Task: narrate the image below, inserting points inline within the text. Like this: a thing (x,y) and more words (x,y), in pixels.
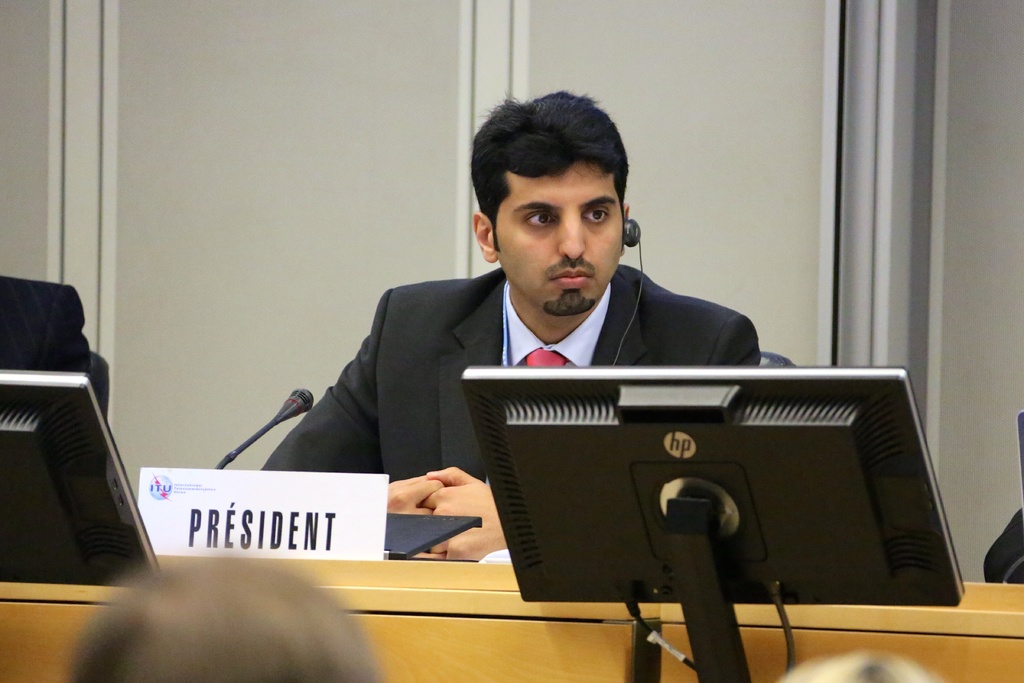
In the foreground (665,335) I can see a person (513,327) is sitting on the chair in front of the table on which I can see PC's (512,512) and board (317,490). In the background (283,377) I can see a wall (301,379). This image is taken in a hall (570,442).
